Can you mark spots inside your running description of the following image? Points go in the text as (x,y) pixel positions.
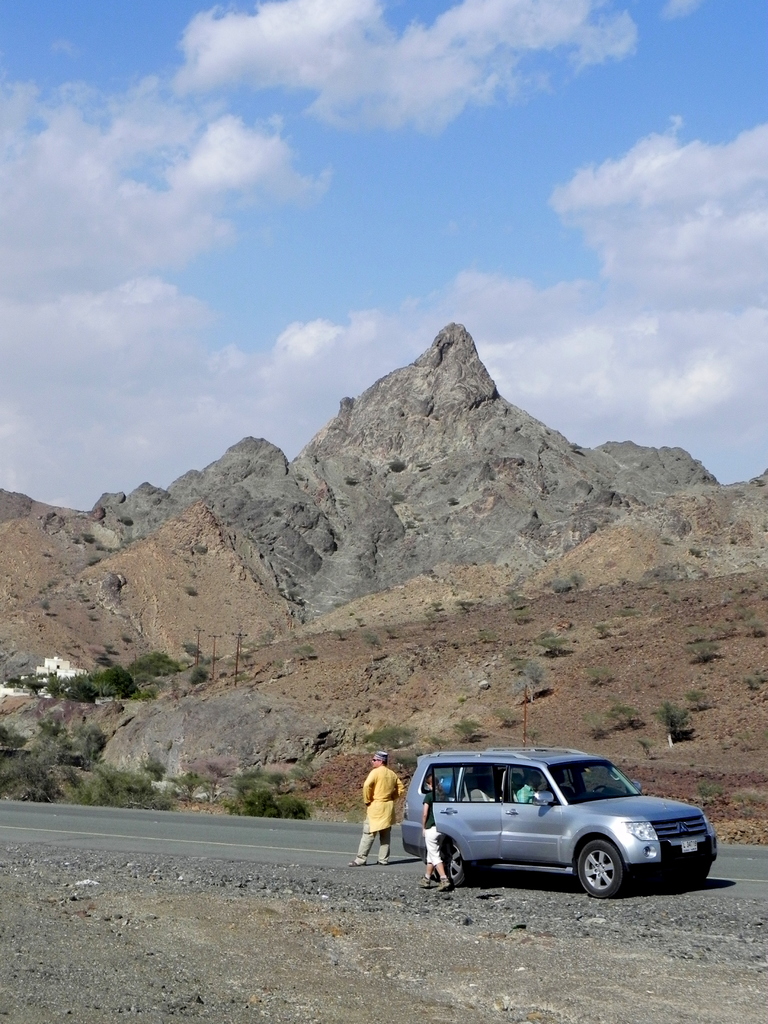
At the bottom of the image (76,834) there is a road (494,874) and we can see a car (610,886) on the road (413,865). There are people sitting in the car (495,861). In the center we can see people (432,782) standing. In the background (338,559) there are hills (460,521). At the top (415,251) there is sky (432,264).
